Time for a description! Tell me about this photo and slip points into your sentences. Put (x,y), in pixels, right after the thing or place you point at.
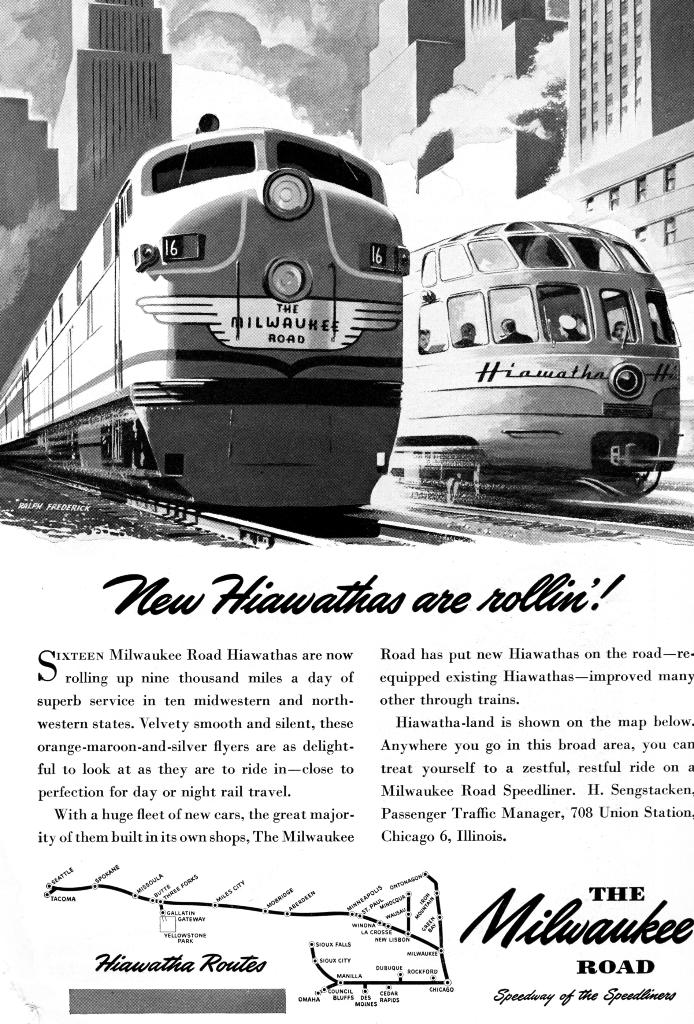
In the image in the center (432,383) we can see one paper (346,548). on the paper (281,809), we can see smoke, buildings (11,125), railway tracks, trains (616,398) etc. And we can see something (410,881) written on the paper (465,847).
